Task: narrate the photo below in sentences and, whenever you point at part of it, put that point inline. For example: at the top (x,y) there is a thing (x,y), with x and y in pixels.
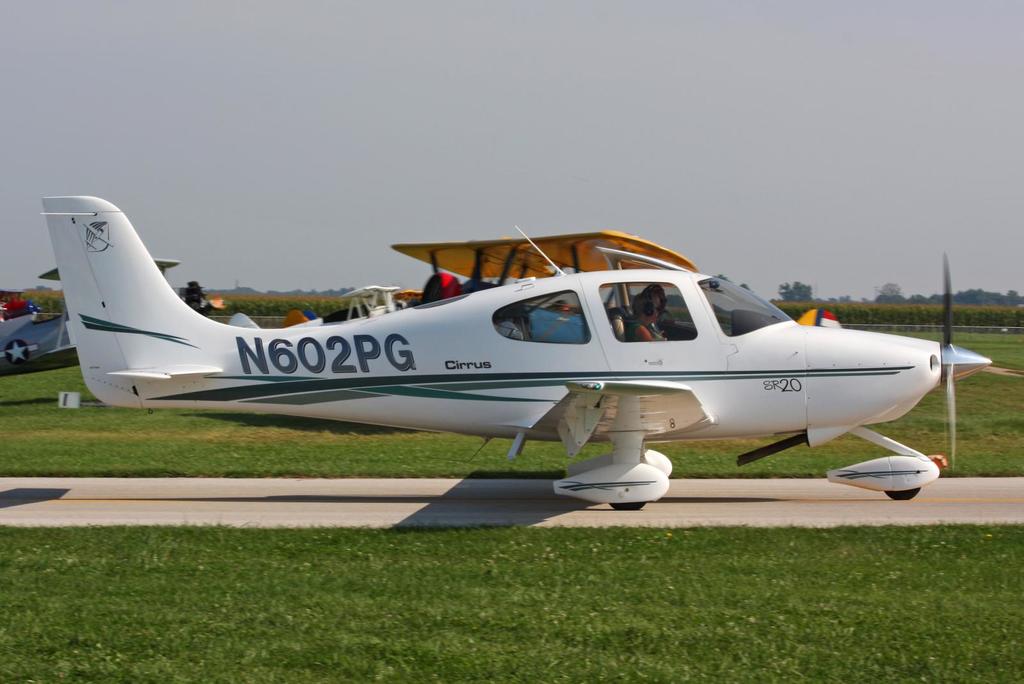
In this image we can see aeroplanes (632,492) on the runway (414,481) and persons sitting in the seats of one of it. In the background (881,168) there are trees (998,301), agricultural farms (982,307) and sky (295,174).
